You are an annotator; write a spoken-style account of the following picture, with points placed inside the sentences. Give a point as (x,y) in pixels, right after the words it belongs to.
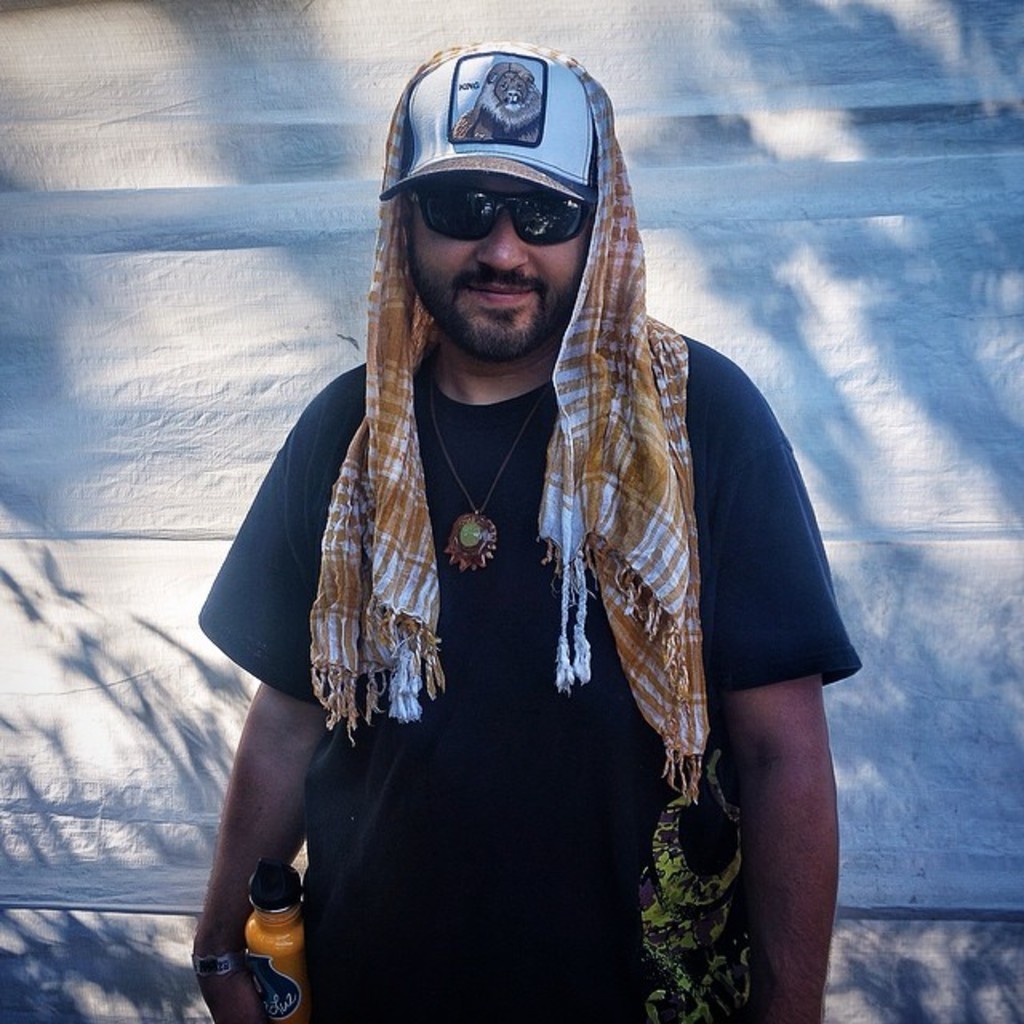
In this picture we can see a man (360,478) standing, he wore a black color t-shirt (749,546), sunglasses (535,201) also he wore a cap (500,154), scarf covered the cap (518,116), on the right hand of the man (464,525) there is a bottle (297,975), in the background (221,676) we can see a wall (143,156).
